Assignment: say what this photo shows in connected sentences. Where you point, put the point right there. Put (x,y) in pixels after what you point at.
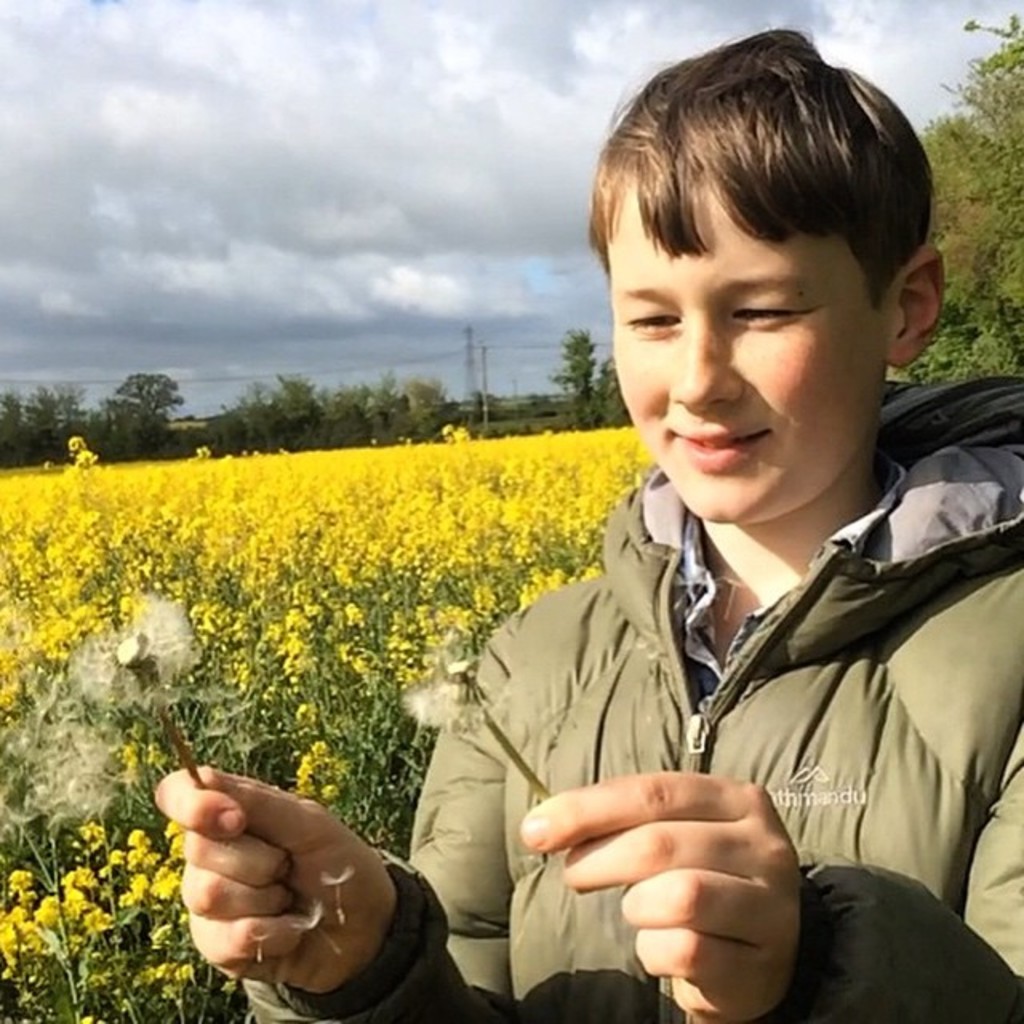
In this image, I can see a person (641,824) holding the flowers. Behind the person (632,682) there are plants (198,622) with yellow flowers (333,547). In the background (123,418), I can see the trees (45,410), poles (469,349) and the sky (470,187).
